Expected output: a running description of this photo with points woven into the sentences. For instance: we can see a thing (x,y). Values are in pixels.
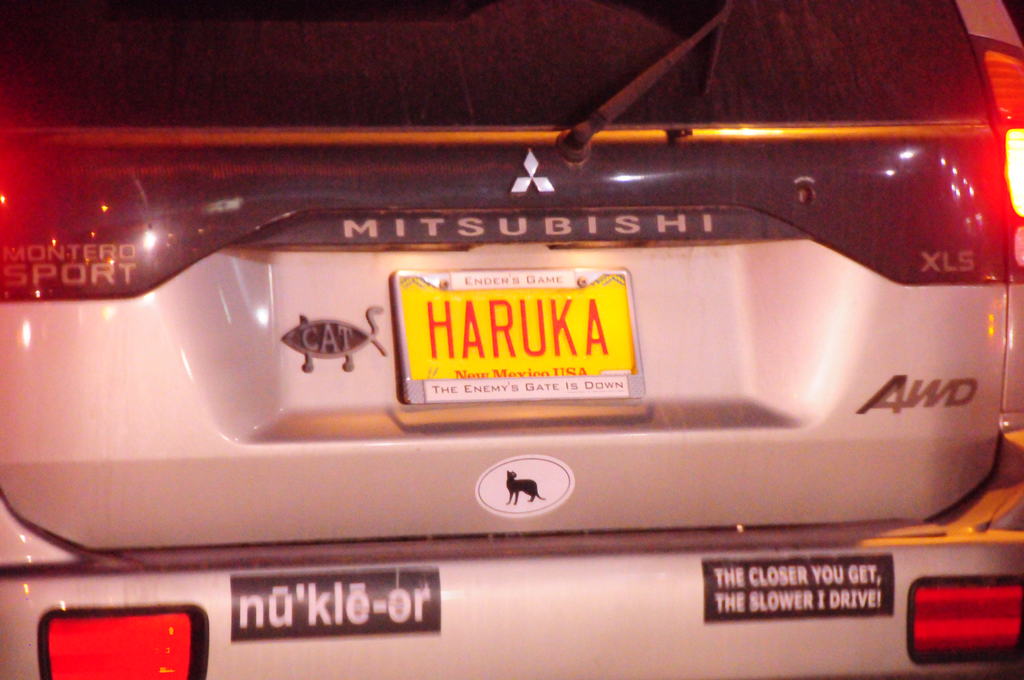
In this image, we can see backside part (466,343) of the car (319,279) and there is a number plate (468,342).
